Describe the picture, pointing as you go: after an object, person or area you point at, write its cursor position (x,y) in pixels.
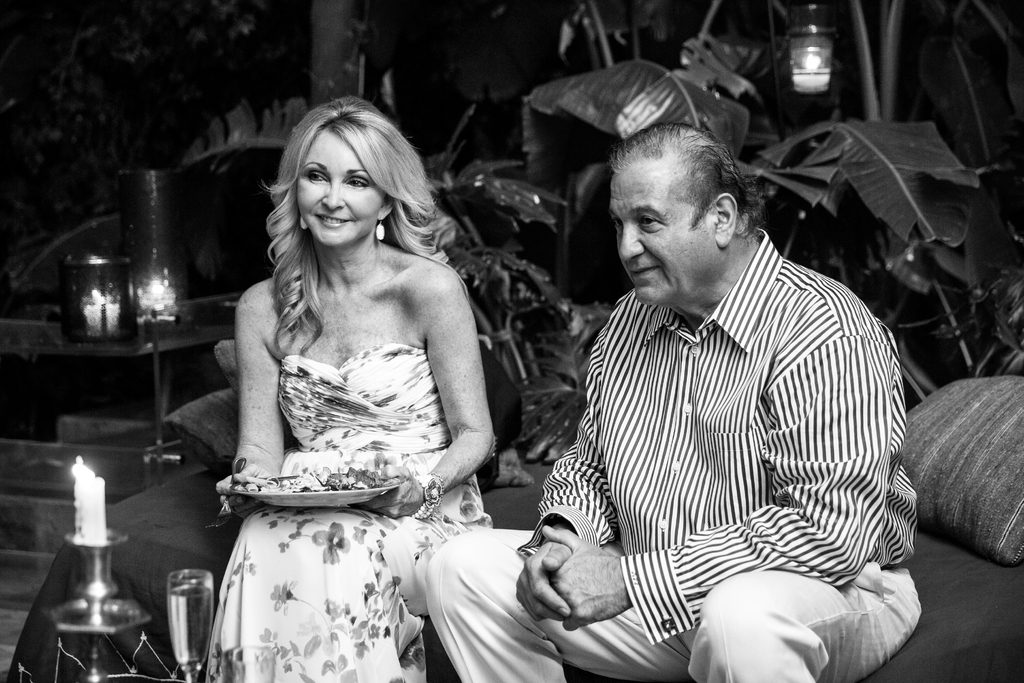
In the picture I can see two persons (720,344). There is a man (681,584) on the right side (787,381) is wearing a shirt (761,397) and there is a smile on his face (655,176). I can see the pillows (960,401) on the sofa (953,575). There is a woman (336,343) on the left side (249,534) is holding a plate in her hands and she is smiling as well. I can see the candles (162,311) in a glass box (83,317) on the left side (135,282). I can see the candles (98,503) and a glass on the bottom left side (100,533). In the background (253,186), I can see the plants (904,200).
